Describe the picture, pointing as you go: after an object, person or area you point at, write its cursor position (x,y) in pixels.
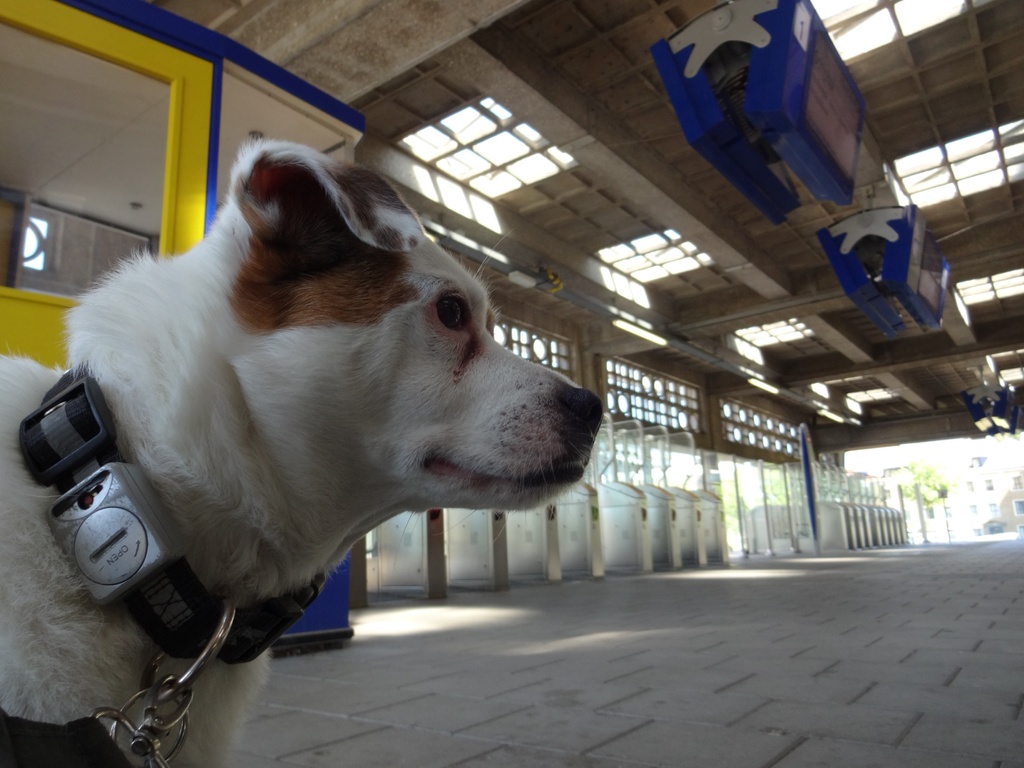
In this picture I can see there is a dog (114,408) and it has a belt (184,603) around its neck (293,529) and there is a yellow color door (182,168) and there are few blue objects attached to the ceiling (572,84) and there are few buildings (985,487) at right (914,480) and trees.
